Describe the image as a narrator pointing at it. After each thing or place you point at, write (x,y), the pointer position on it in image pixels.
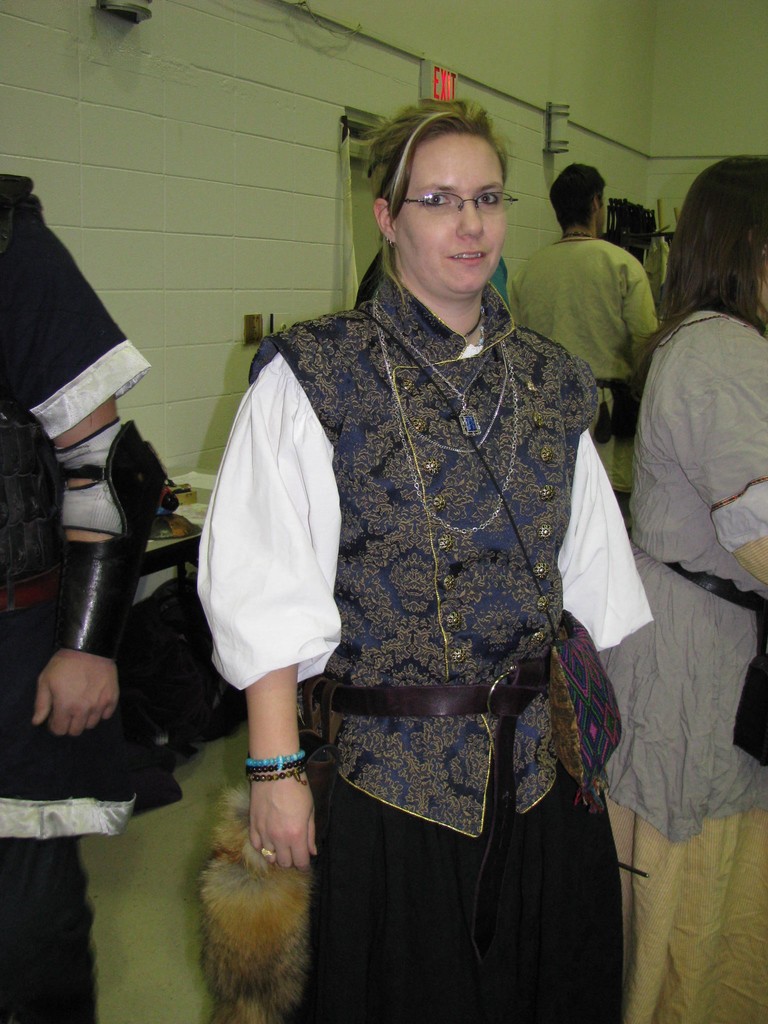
In this image there is a woman (364,677) in the middle (404,624) who is wearing the costume (414,624). In the background (323,135) there is a wall (239,99). There are few people (85,495) standing beside her. At the top (437,81) there is an exit board (447,83). In the background (184,507) there is a table (200,535) on which there is an object (162,521).
